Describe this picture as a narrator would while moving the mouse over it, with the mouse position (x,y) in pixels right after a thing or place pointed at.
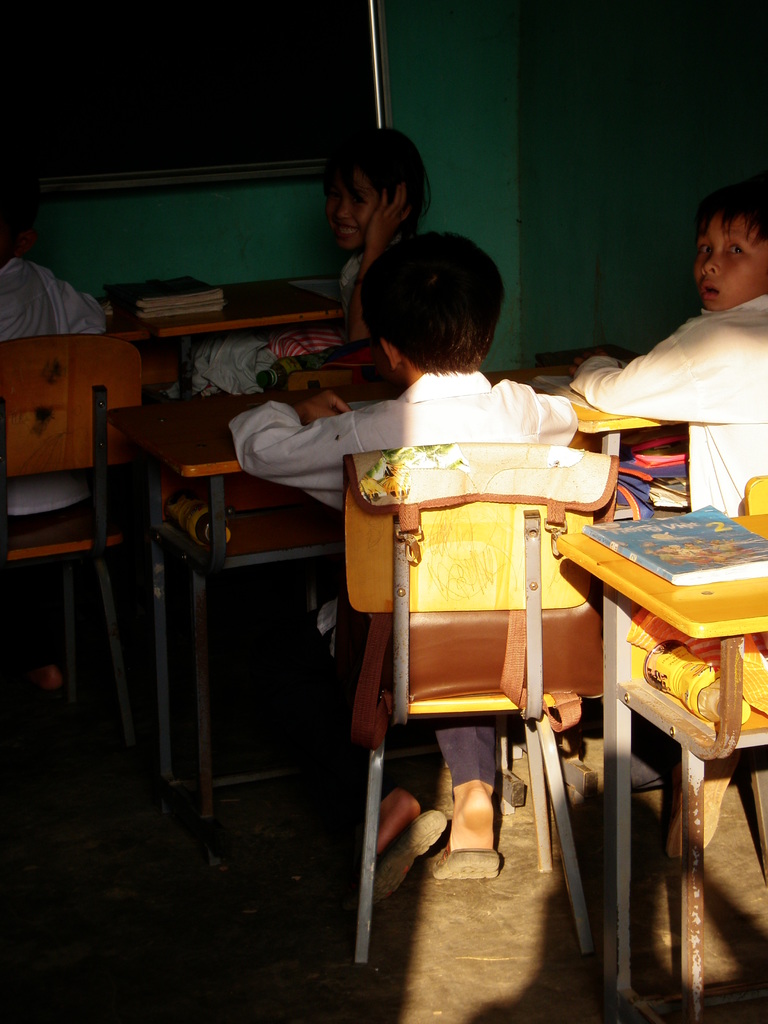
This children (460,285) are sitting on a chairs (490,569). On this tables (275,297) there are books (730,536). A blackboard (244,133) on wall (508,55).
